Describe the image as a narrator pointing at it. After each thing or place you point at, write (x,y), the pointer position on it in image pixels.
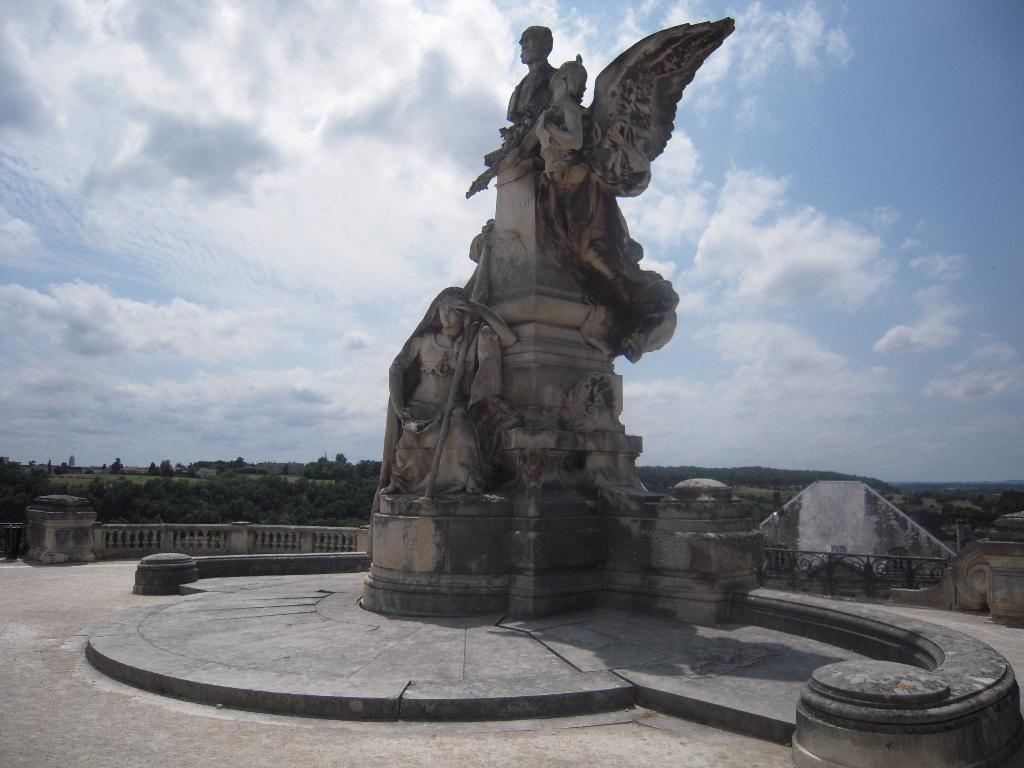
This image is taken outdoors. At the top of the image (208,216) there is a sky (202,134) with clouds (296,117). At the bottom of the image (245,711) there is a floor (59,679). In the background (154,486) there are many trees (263,499) and plants (16,479) and there is a railing (250,547). In the middle of the image (505,404) there is an architecture (444,468) with sculptures (483,355).
